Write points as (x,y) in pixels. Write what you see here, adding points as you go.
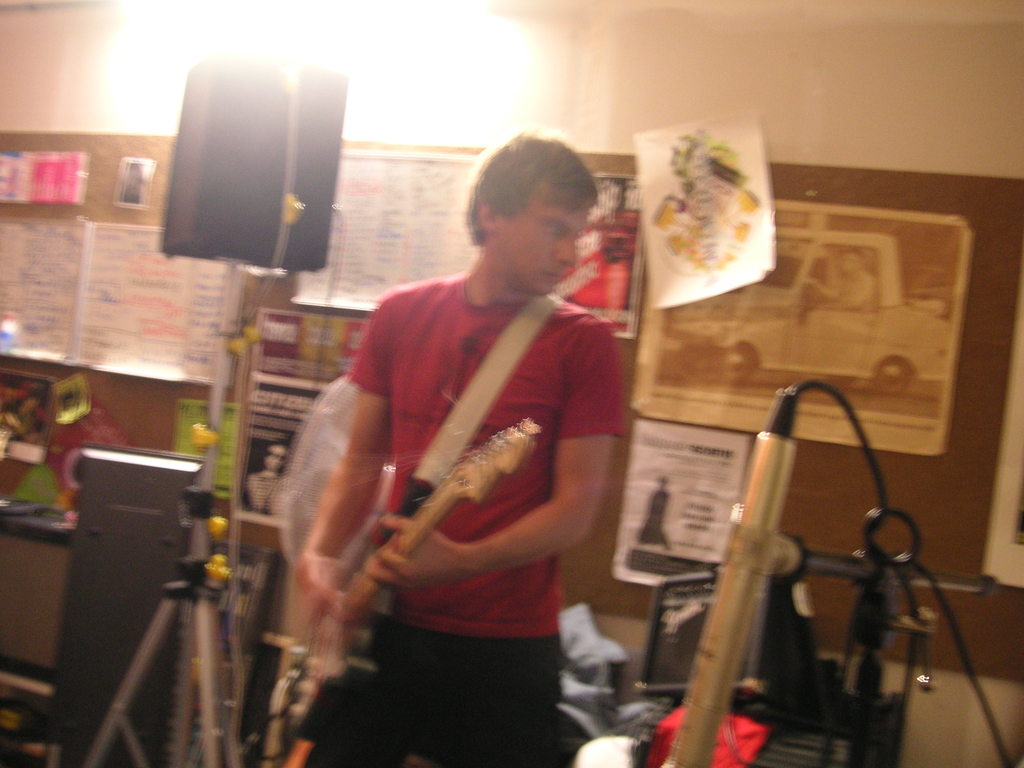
In this image I can see a person (527,375) wearing red t shirt (555,385) and black pant (479,705) is standing and holding a musical instrument (418,513) in his hand (433,540). In the background (709,580) I can see the wall (859,88), few posters (749,304) attached to the wall (845,82), a microphone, a light (348,15) and few other objects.
